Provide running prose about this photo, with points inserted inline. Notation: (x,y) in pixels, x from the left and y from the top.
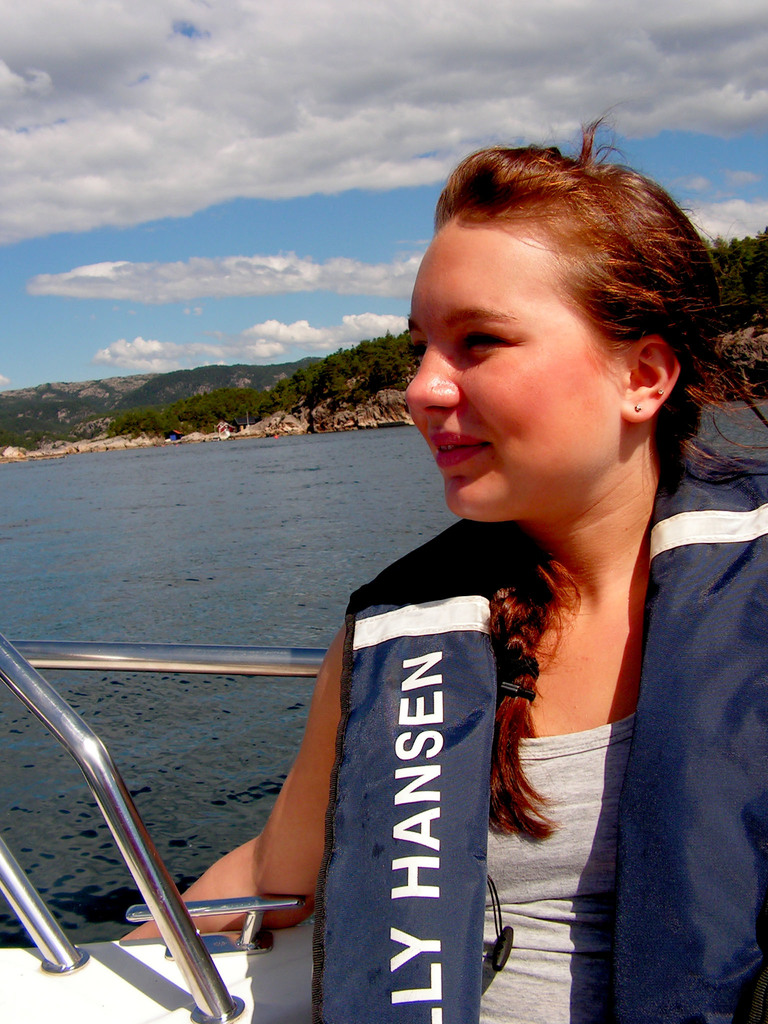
In the image we can see there is a woman (541,678) sitting in a boat (75,1013) and behind there is water (244,509) and there are hills (89,391). There is a cloudy sky (317,250) on the top (322,157).
